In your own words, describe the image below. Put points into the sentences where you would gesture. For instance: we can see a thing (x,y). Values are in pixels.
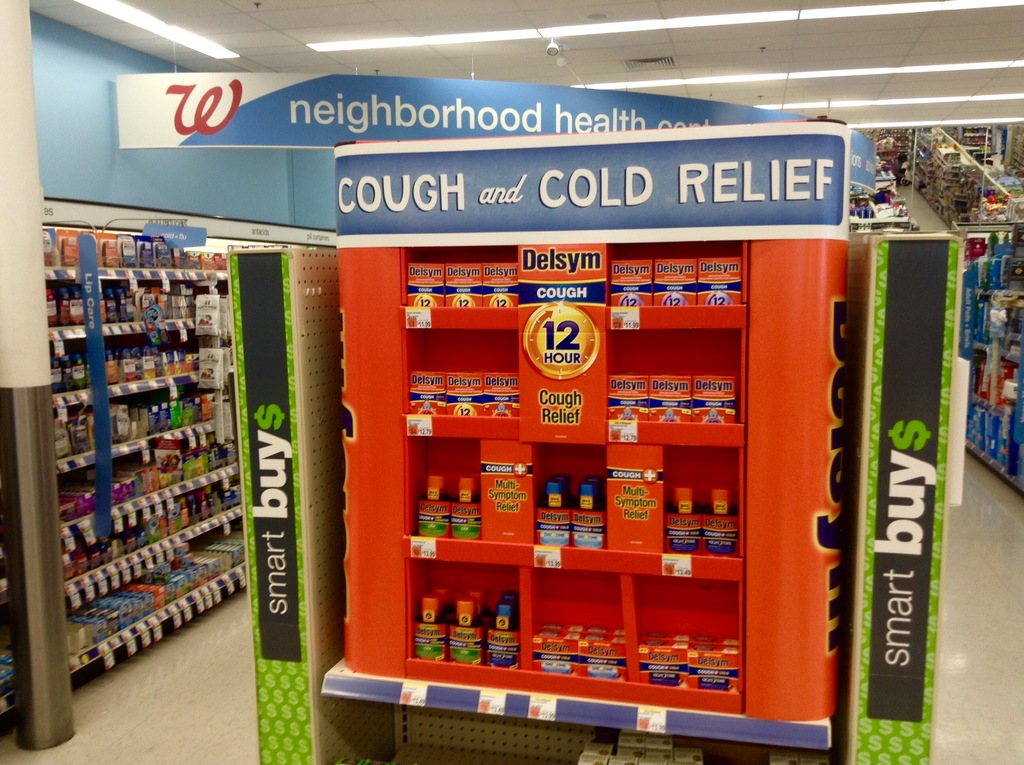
In this image there are a few objects (599,543) on the aisles (372,346) with display boards (580,328) in a supermarket (239,637).
